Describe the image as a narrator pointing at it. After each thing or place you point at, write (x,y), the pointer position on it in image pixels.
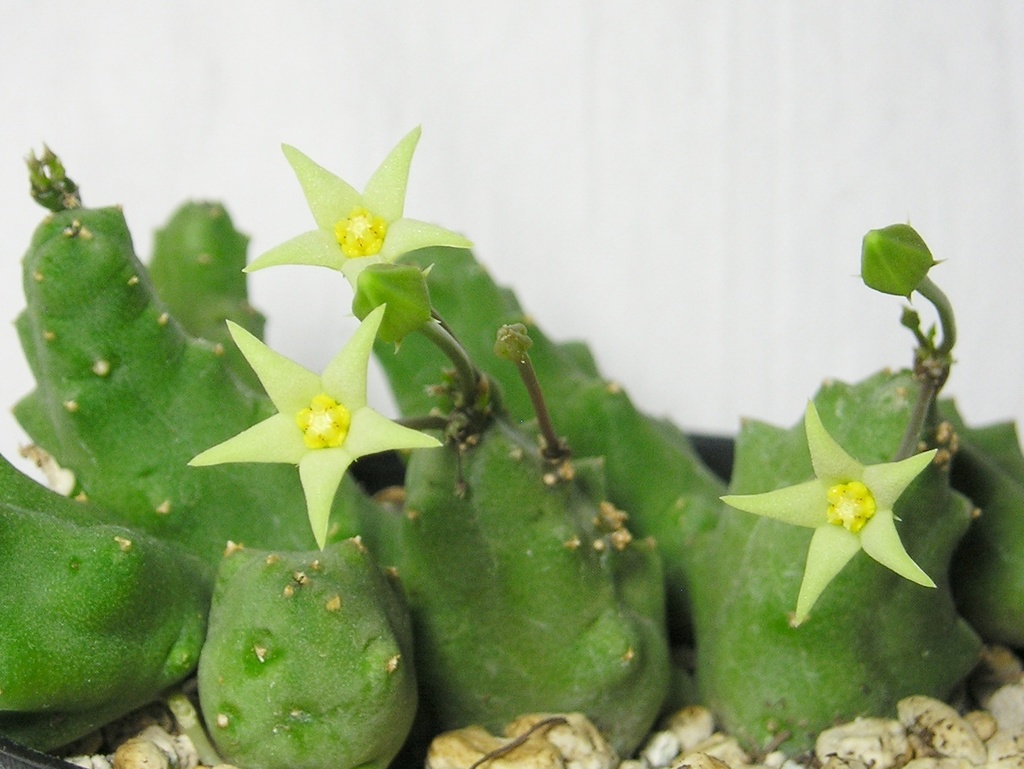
In this image we can see plants (744,420). Background (784,273) it is in white color.
